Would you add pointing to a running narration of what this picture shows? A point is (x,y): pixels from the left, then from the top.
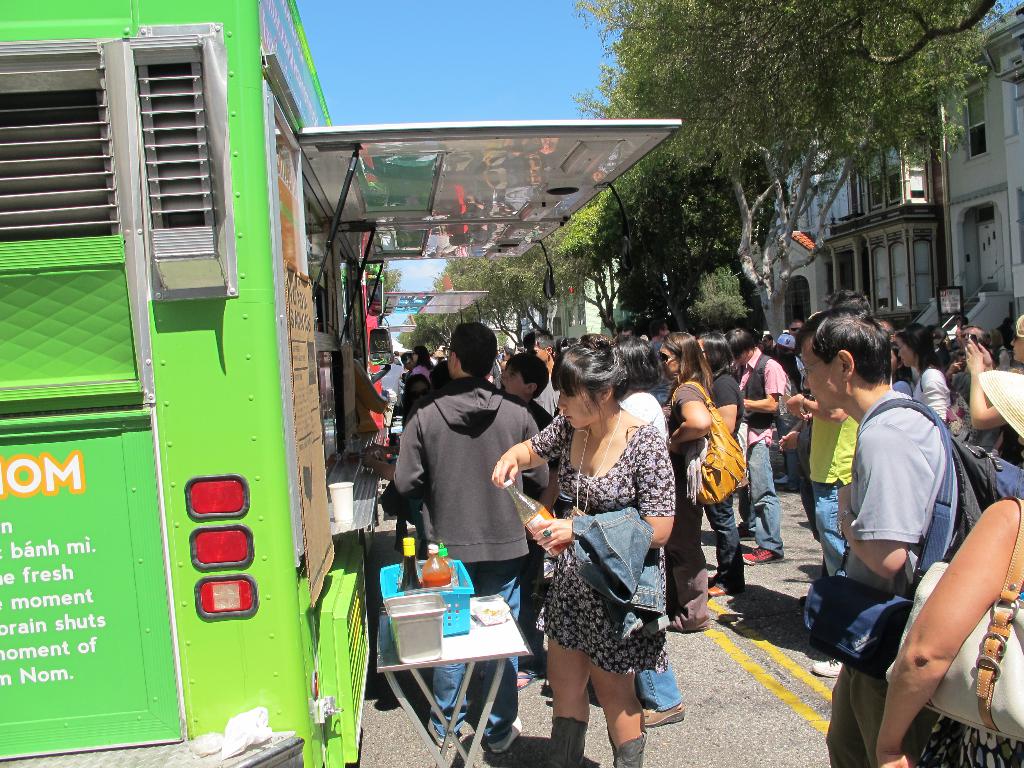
Here we can see that a group of people (487,385) are standing on the road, and here is the tree (789,231), and here is the building (834,224), and at above here is the sky (472,41).
